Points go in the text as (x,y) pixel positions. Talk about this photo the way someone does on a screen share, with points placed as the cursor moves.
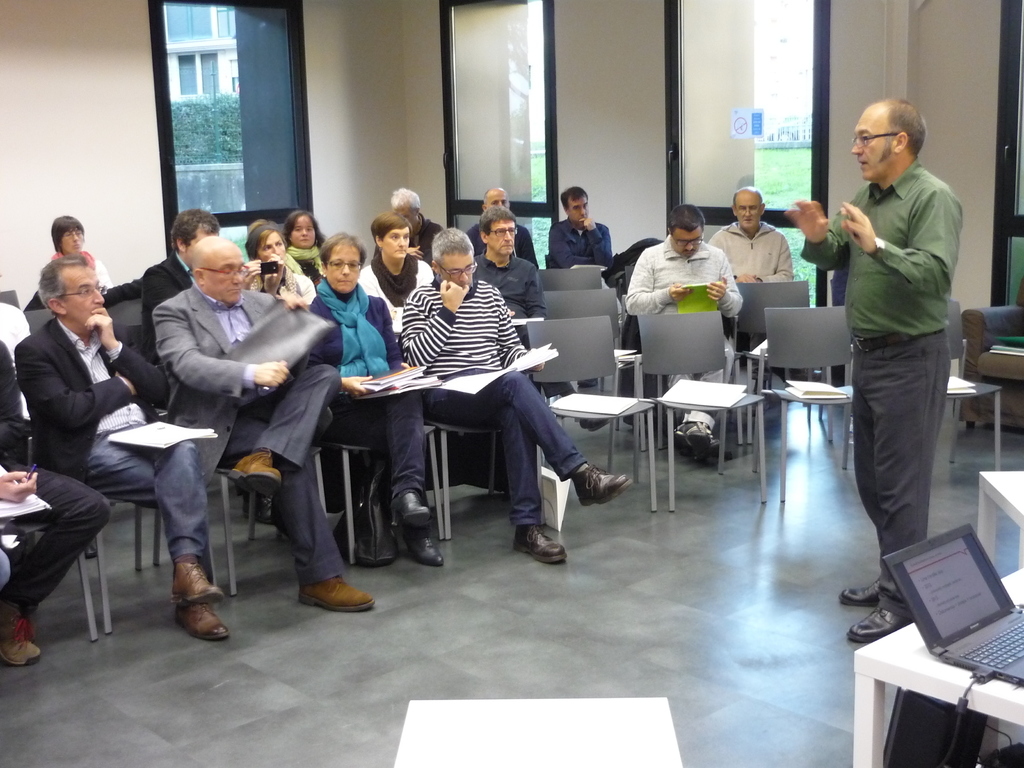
This image is clicked in a meeting room (741,203). There are many persons (223,323) sitting in the chairs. To the right (892,407), the man (902,365) standing is wearing green dress (872,261). There are tables (674,729) on which a laptop (952,648) is kept. In the background (677,147), there are windows (154,86), doors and wall (583,104). At the bottom (134,709), there is a floor (99,705).
